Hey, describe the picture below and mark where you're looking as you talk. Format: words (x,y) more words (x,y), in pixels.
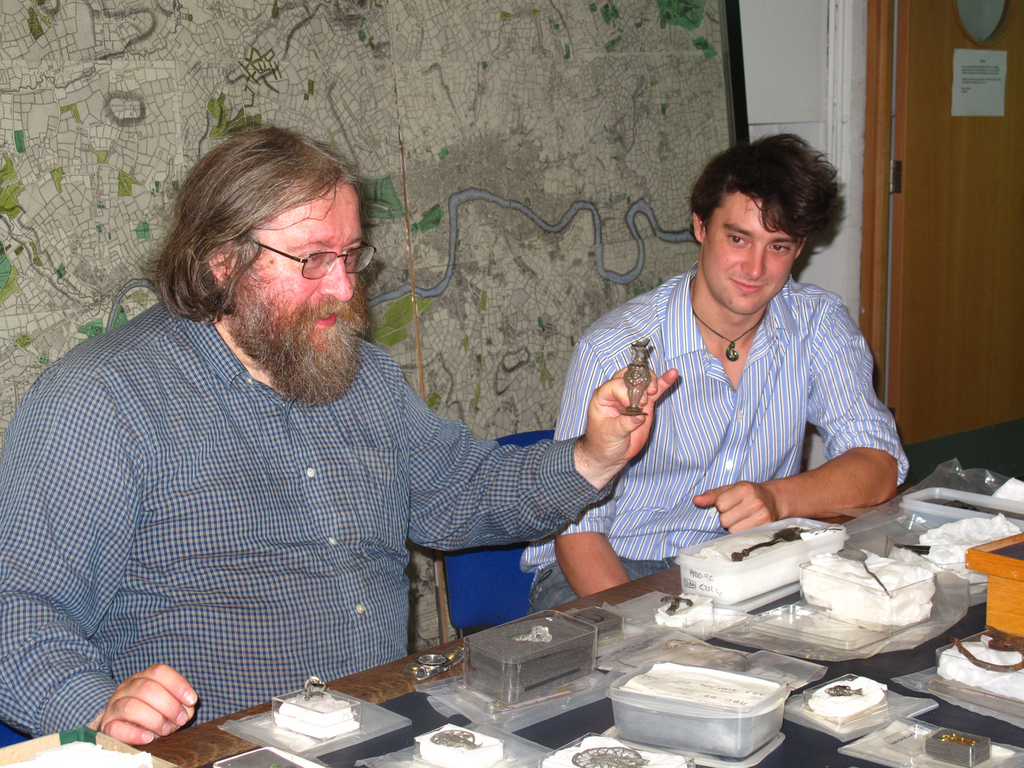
In this image I can see two people (495,454) are sitting in-front of the table (845,761). On the table (412,765) I can see many boxes (517,685), few objects (616,751) and the watch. I can see the person (609,461) holding an object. In the background (356,155) I can see the board (625,122) and the door (898,92).
